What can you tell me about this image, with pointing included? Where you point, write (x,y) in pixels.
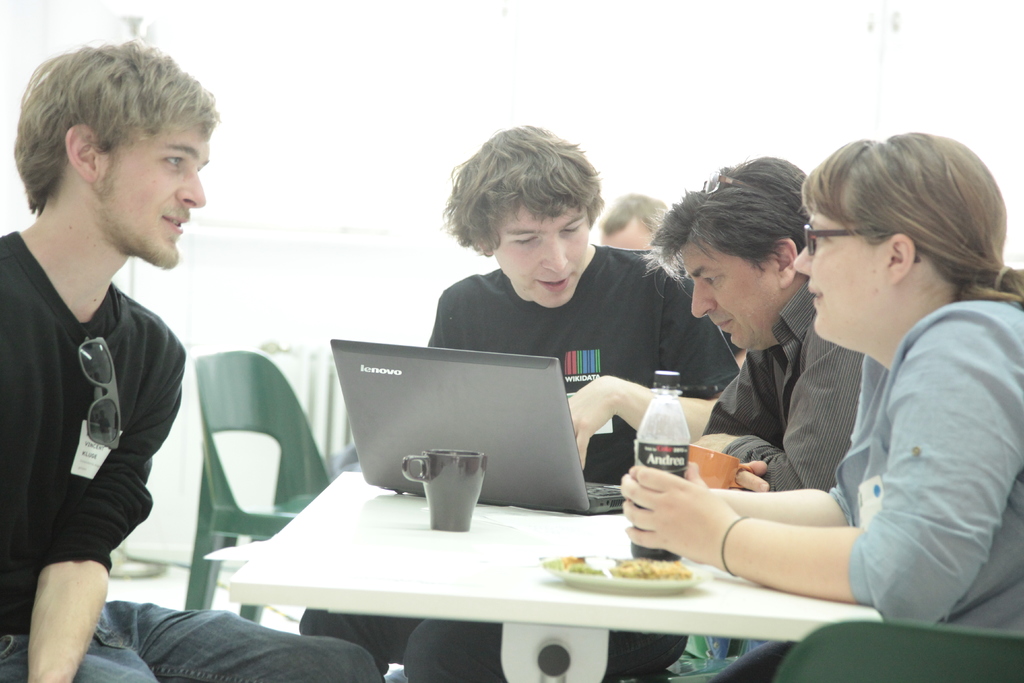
In this image i can see a group of people (612,335) are sitting on a chair (258,530) in front of a table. On the table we have a bottle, a laptop (510,446) and other objects (433,470) on it.
